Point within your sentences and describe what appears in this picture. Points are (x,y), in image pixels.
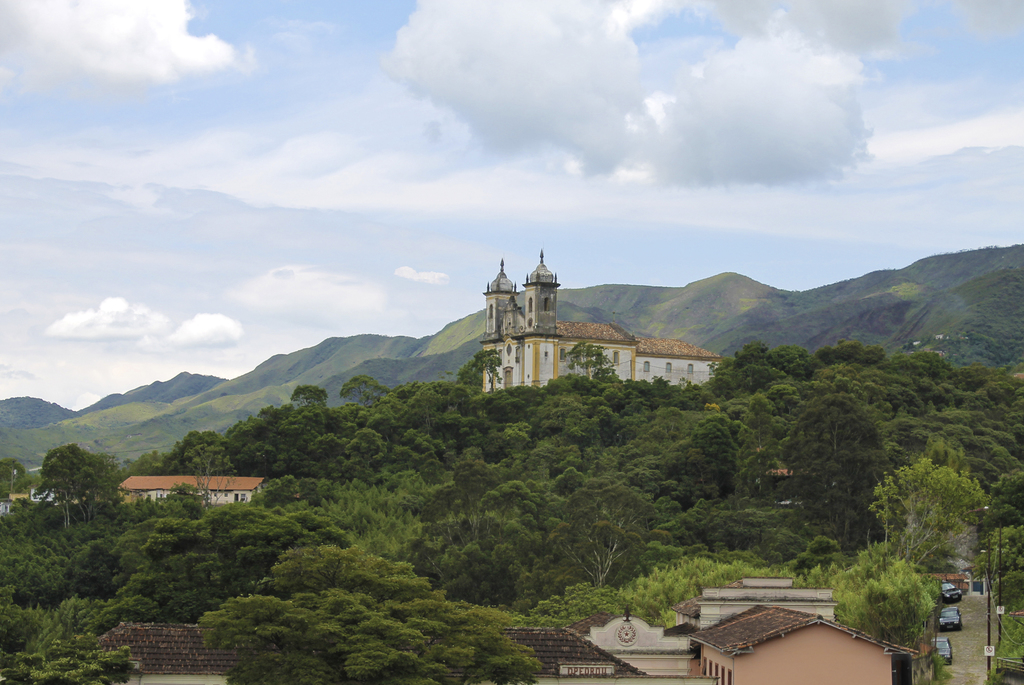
There are trees (493,519) at here, in the middle (647,379) there is a big house (627,375). At the top (251,107) it's a cloudy sky (456,165).
